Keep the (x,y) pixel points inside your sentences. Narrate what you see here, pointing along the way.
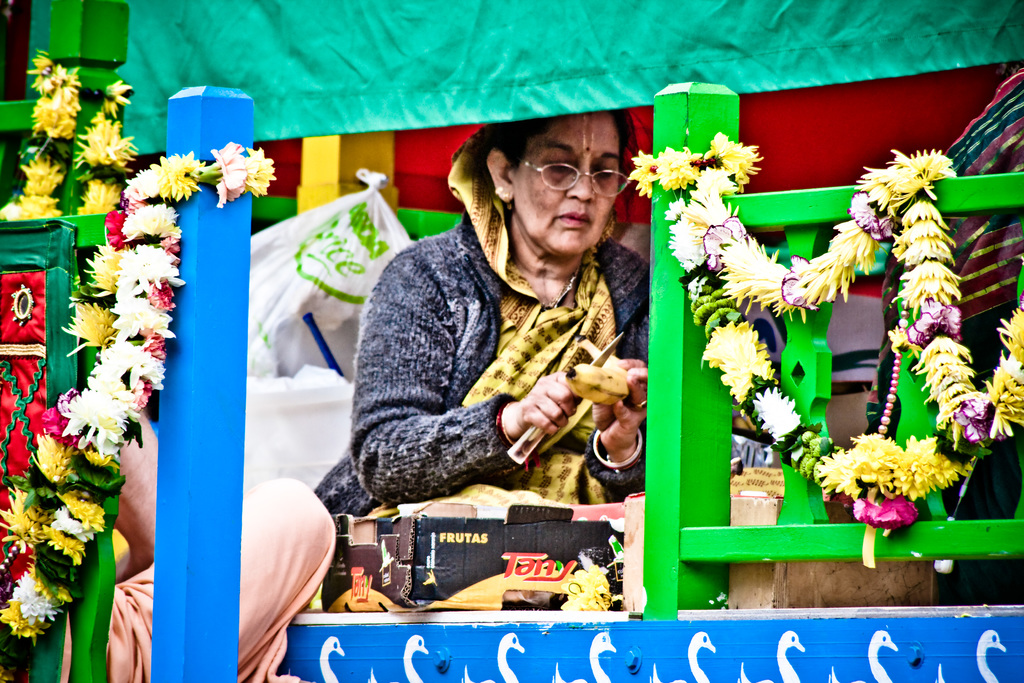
In front of the image there are railings (776,222) with flower garlands (825,254). Behind them there is a lady (536,212) sitting and she kept spectacles (599,175). She is holding a banana (599,392) in her hands (551,388). In front of her there are few objects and behind her also there is a plastic bag (330,282) and some other things (306,205). At the top of the image (308,17) there is a cloth (747,50) hanging.
